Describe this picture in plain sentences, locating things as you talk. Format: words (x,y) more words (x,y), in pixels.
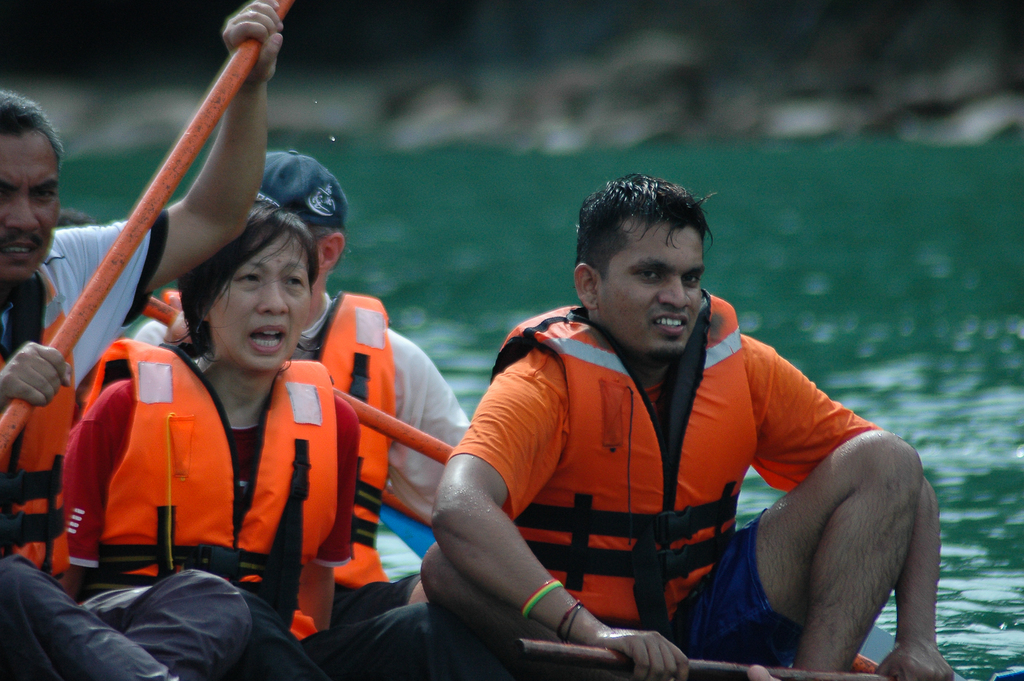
In this image there are a few people (294,376) wearing hi-viz jackets (517,341) are rafting on the water (447,243).
